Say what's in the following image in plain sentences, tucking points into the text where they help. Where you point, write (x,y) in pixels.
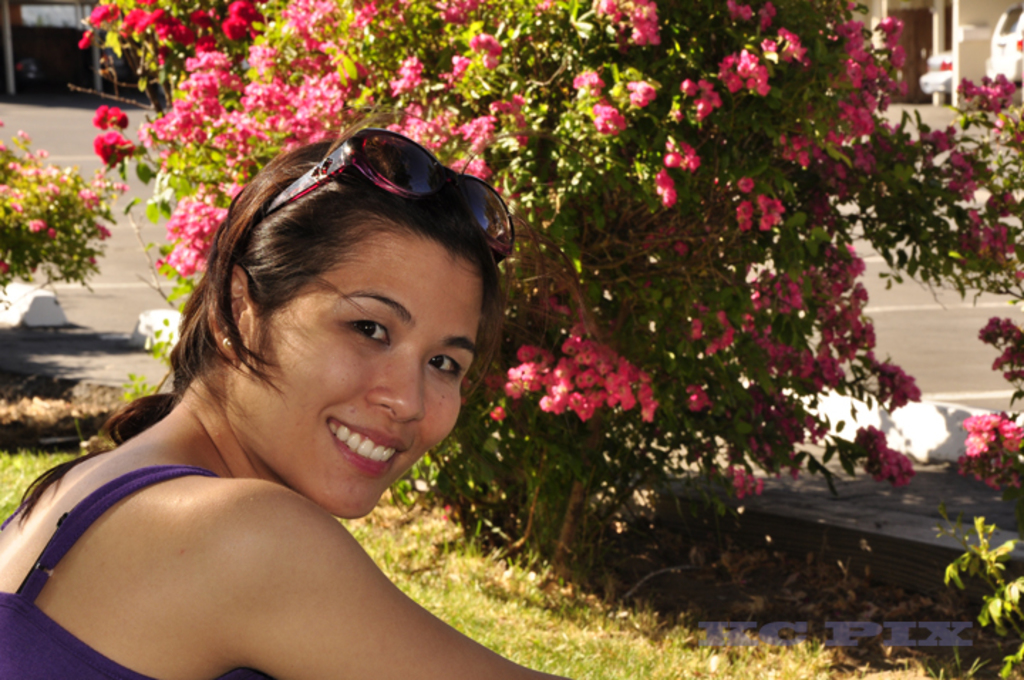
In the picture I can see a woman (263,445) is smiling and wearing shades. In the background (600,219) I can see flower plants (595,249), the grass (532,570), vehicles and some other objects (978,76) on the ground (6,462).
